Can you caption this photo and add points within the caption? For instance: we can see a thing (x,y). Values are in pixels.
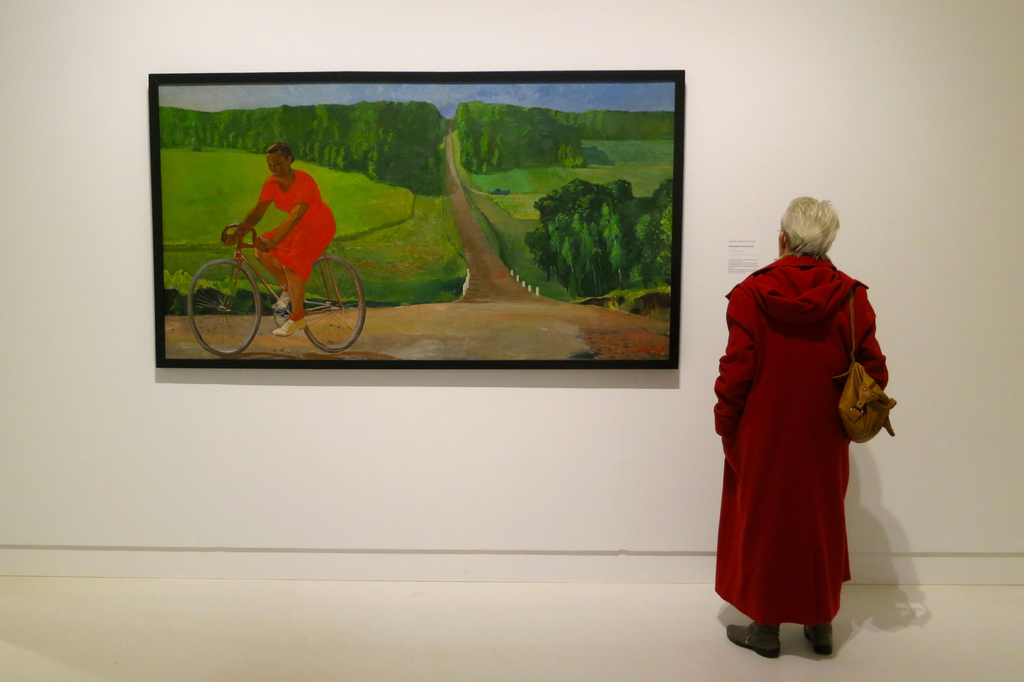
In this picture there is a person (838,224) standing. At the back (371,217) there is a board (428,306) on the wall (827,155) and there is a picture (369,189) of a woman (318,231) riding bicycle (339,282) and there are trees (643,238). At the top (474,90) there is sky (450,110). At the bottom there is grass (354,220) and there is a road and there is a paper (740,257) on the wall (703,301) and there is text (736,270) on the paper (755,254). At the bottom (184,620) there is a floor (125,640).
